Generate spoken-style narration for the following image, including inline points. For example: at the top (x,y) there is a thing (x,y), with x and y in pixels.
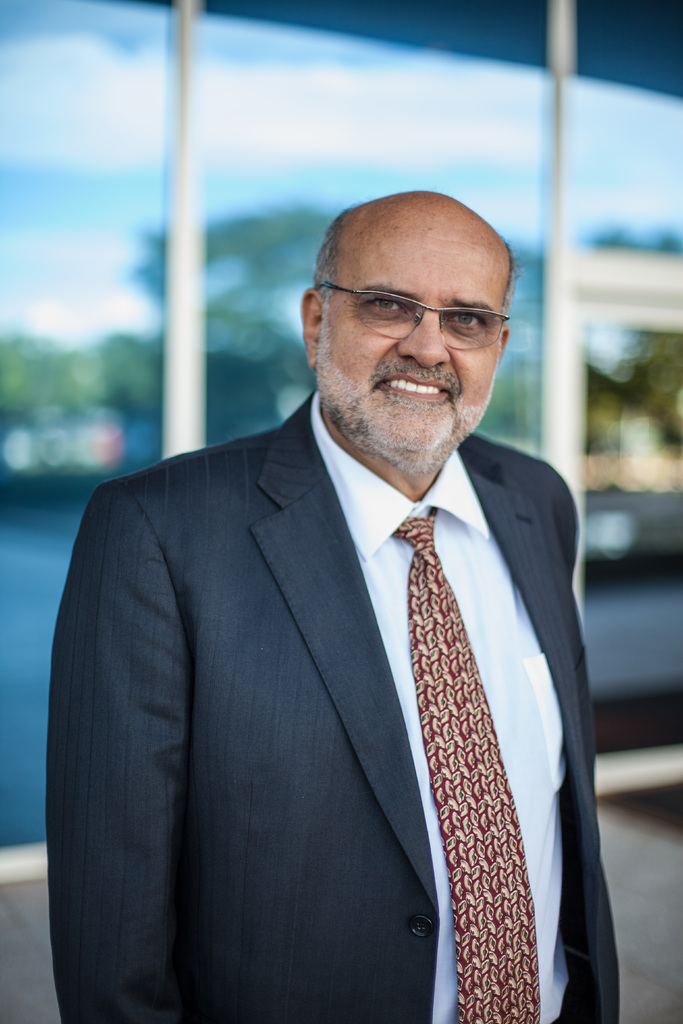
In the picture we can see a man (430,445) and he is smiling. He wore spectacles (499,323). There is a blur background (357,129) and we can see glasses (323,101). On the glass (268,128) we can see the reflection (610,490) of trees (56,400) and sky (334,178).
